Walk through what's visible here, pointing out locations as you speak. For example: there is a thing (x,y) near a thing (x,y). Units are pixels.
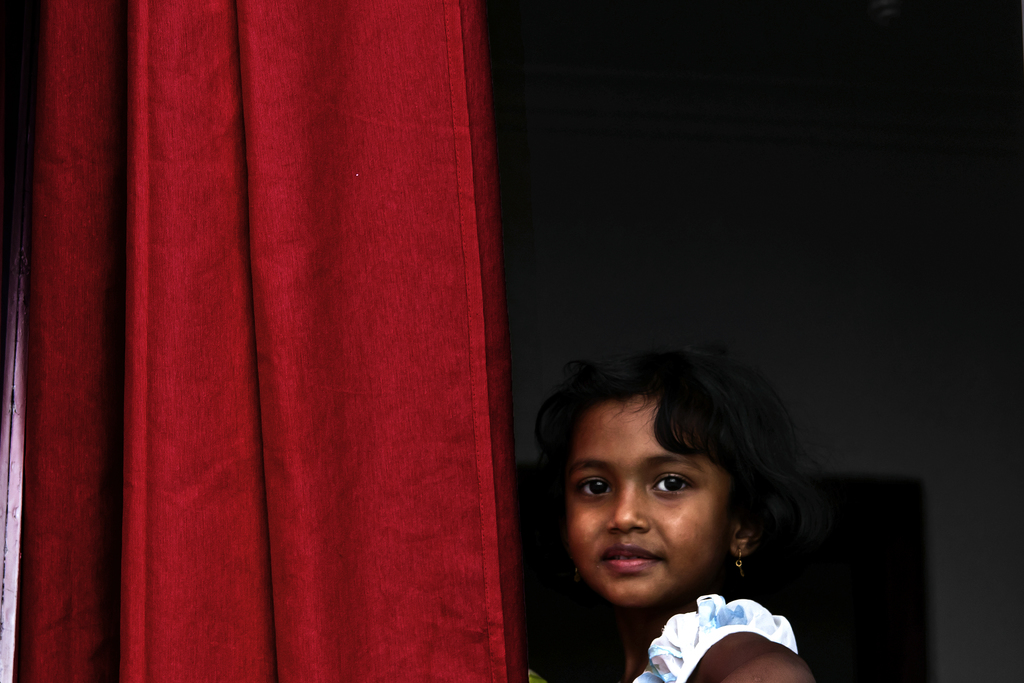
In the center of the image (592,396) a girl (600,526) is there. On the left side of the image (225,342) curtain (269,378) is there. In the background of the image (514,347) wall (507,289) is there.
